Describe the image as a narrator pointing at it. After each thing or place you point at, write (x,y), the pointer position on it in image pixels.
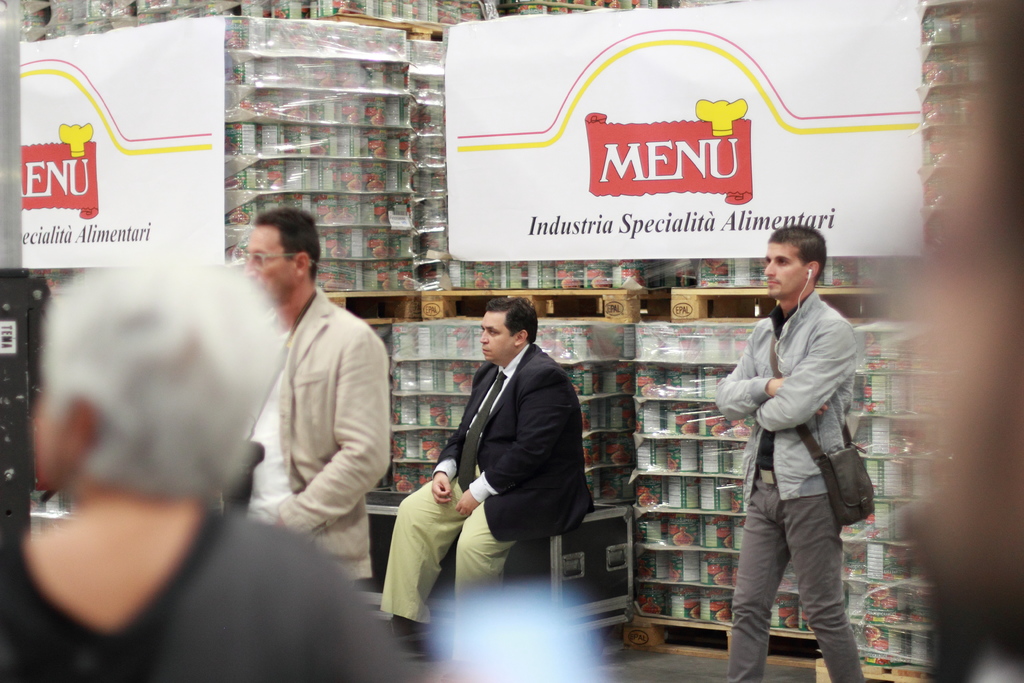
As we can see in the image there are banners (76,117), few people (296,344) here and there, case (373,527) and shelves (695,472) filled with boxes (311,83).
